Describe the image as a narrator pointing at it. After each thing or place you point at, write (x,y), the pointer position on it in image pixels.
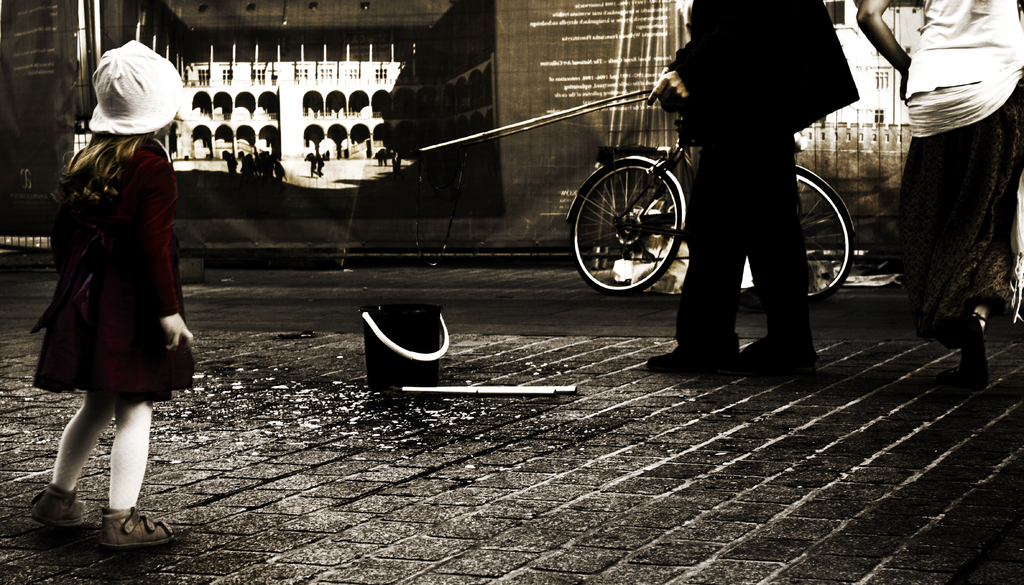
In this image, we can see persons (702,134) wearing clothes (957,107). There is a cycle (676,199) beside the banner (598,119). There is a bucket (437,355) and stick (500,388) in the middle of the image (388,360).
